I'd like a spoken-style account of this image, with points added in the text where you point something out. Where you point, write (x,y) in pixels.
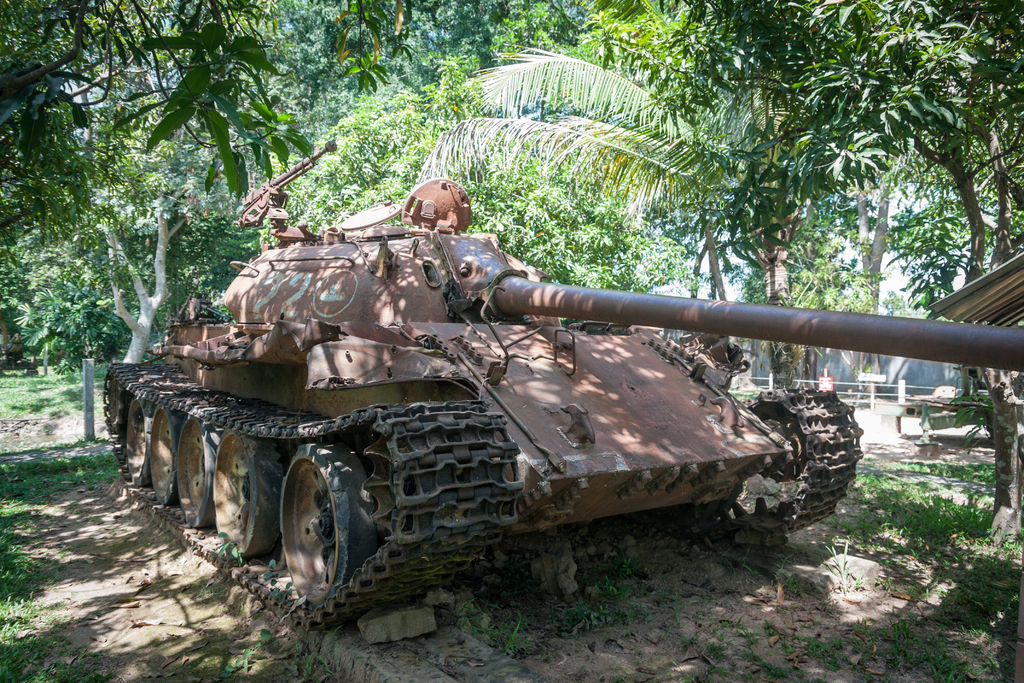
In the image there is a tank (246,293) and around the tank (343,251) there are trees (206,198) and grass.
